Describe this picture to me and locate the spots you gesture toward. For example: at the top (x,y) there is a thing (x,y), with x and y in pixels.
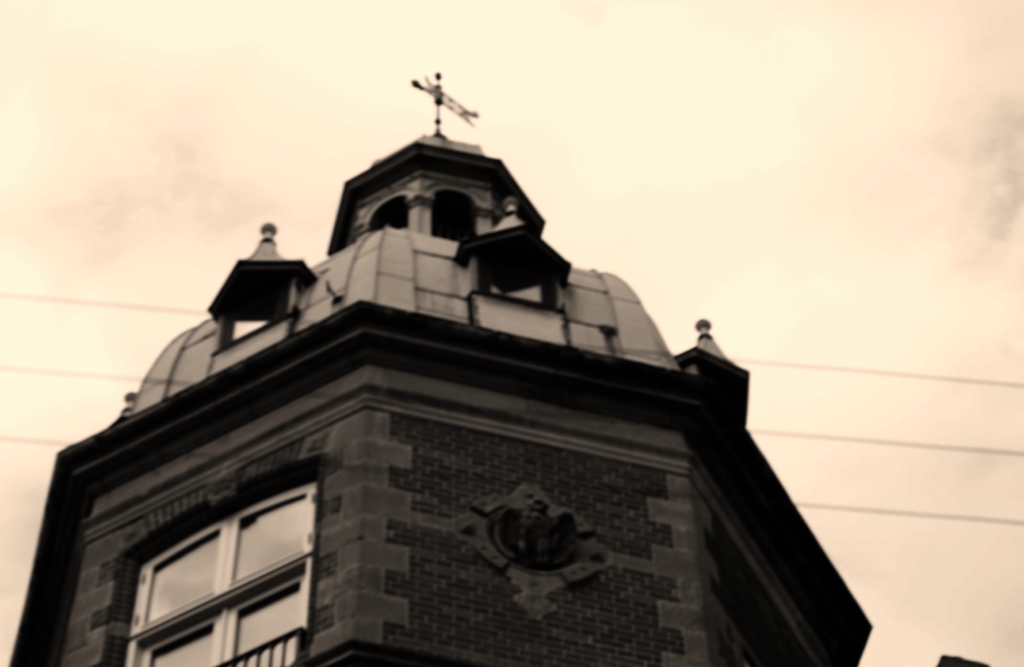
In the middle (498,362) it is a structure (567,511). At the top (709,125) it's a cloudy sky (699,121).
